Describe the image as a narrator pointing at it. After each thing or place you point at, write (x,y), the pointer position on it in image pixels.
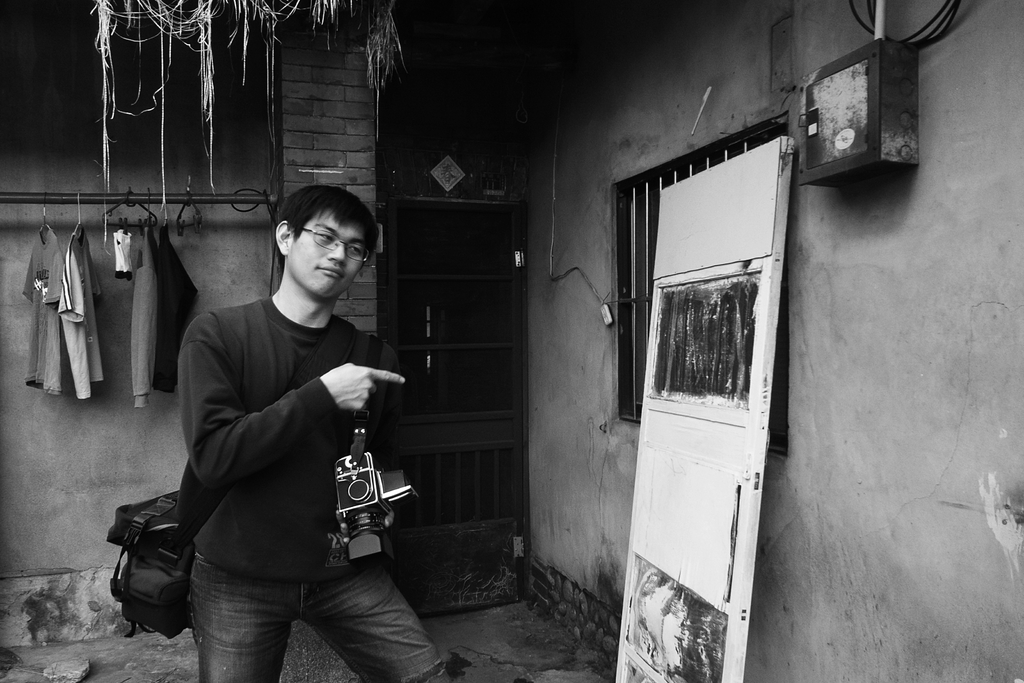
In the middle of the image (369,387) we can see a man (277,458), he wore a bag (169,517) and he is holding a camera (373,542), in front of him we can see a door (739,430), few metal rods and a box (846,96) on the wall (860,331), behind him we can find few clothes (86,356) and it is a black and white photography.
